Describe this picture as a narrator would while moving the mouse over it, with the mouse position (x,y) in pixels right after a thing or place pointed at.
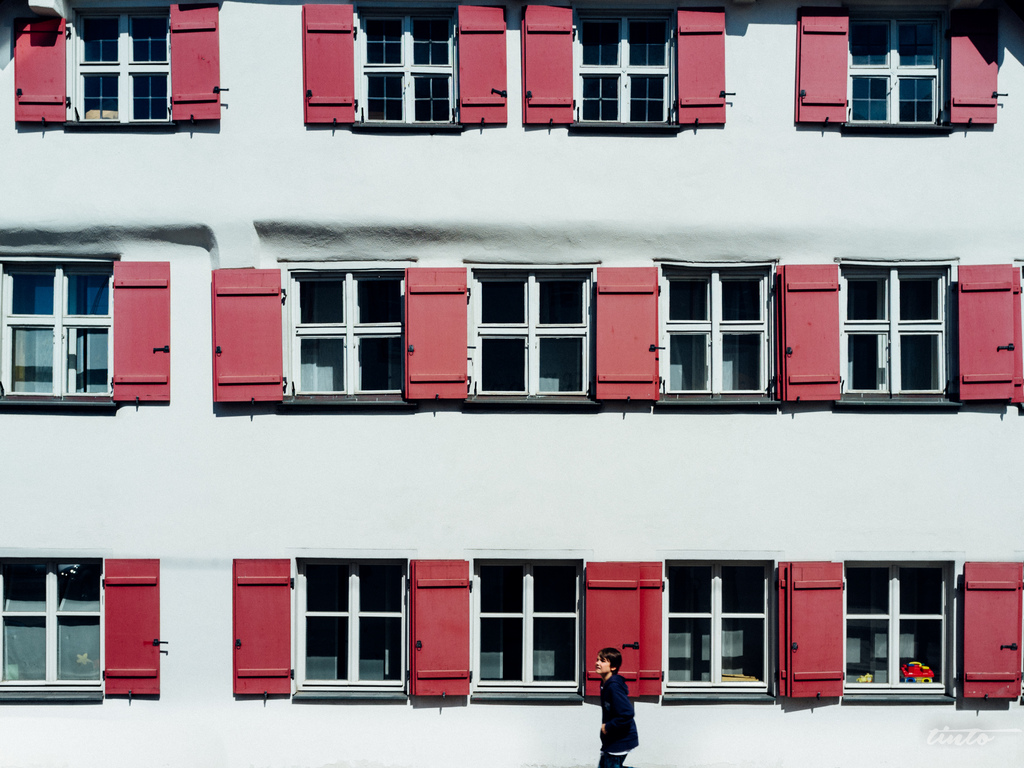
In this image there is a building (383,394) and also we could see windows (363,37), and at the bottom (603,705) there is one person (603,705).
